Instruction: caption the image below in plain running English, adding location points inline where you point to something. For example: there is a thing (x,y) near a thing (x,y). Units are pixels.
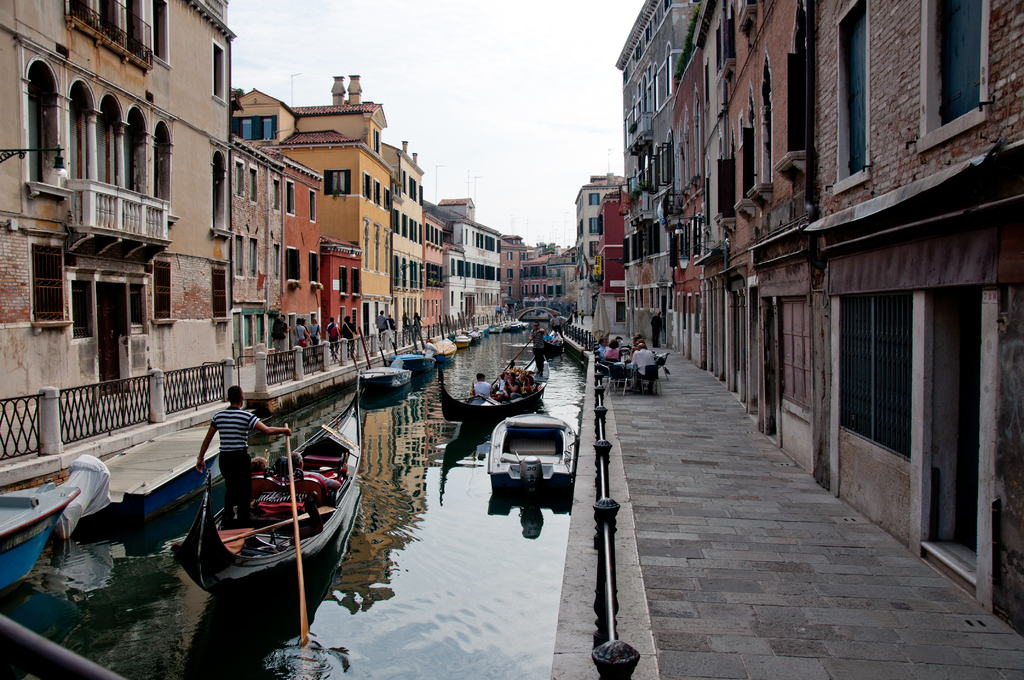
In this image, we can see some water (469,375) in between the buildings (615,310) and the boats (358,413) are sailing on the water (377,506). There are few people (293,466) in the boats (314,484) and some of them are sitting and walking in front of the buildings (425,323).
